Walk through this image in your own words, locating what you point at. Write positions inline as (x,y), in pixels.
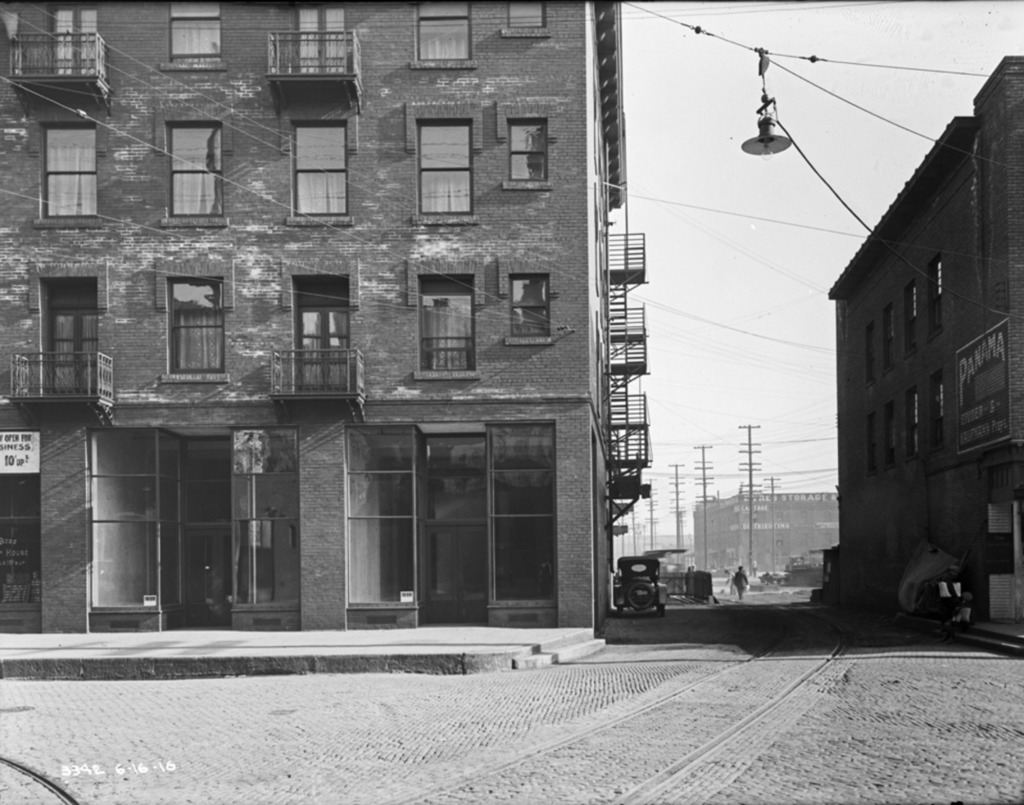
This is the picture of a place where we have some buildings (433,337) to which there are some windows (524,544), grills (624,294) and also we can see some poles (745,466) and a lamp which is hanged to the wire (826,180).
